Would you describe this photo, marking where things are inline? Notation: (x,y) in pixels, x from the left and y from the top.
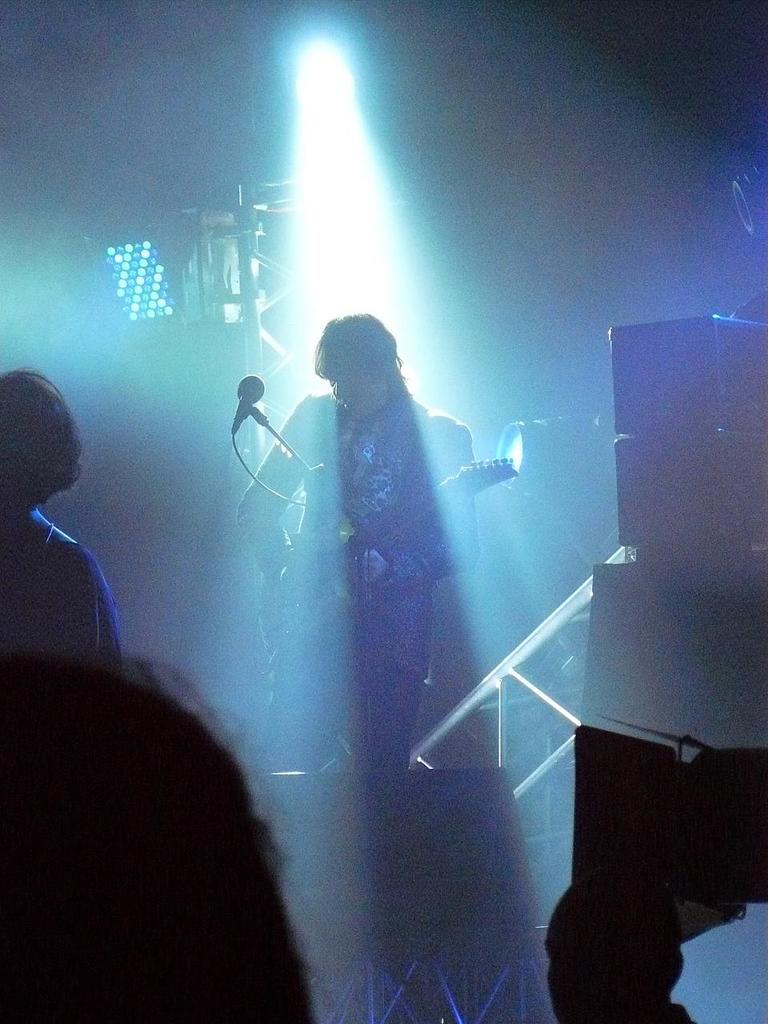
This picture describes about group of people (355,376), in the middle of the image (377,420) we can see a man (355,420), he is playing guitar (308,577) in front of the microphone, in the background (488,679) we can find few lights (355,213) and metal rods (264,262).
